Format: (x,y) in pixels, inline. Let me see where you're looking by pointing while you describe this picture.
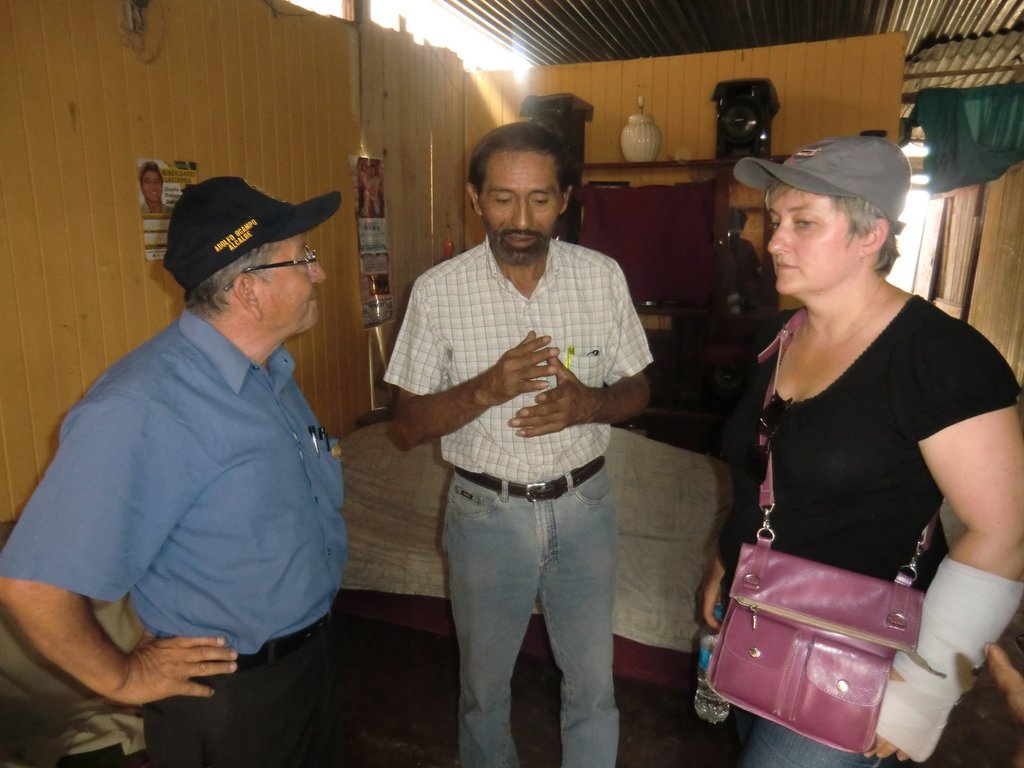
In the image we can see there are people (880,418) who are standing and a woman (996,408) is wearing a pink colour purse (771,656).
